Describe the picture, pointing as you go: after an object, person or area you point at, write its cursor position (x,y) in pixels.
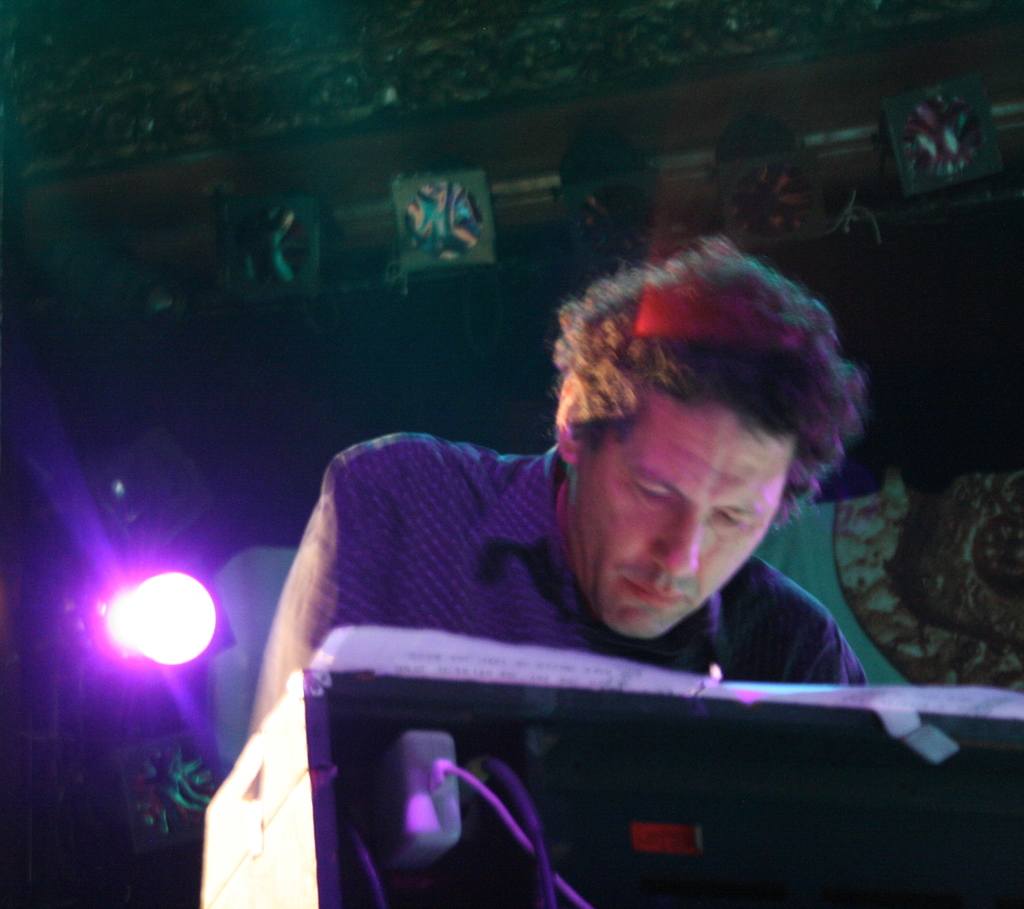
In the picture we can see a man (405,597) standing near the desk (771,739) on it, we can see a paper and a man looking at that and in the background (101,627) we can see a focus light (201,599) which is blue in color.
